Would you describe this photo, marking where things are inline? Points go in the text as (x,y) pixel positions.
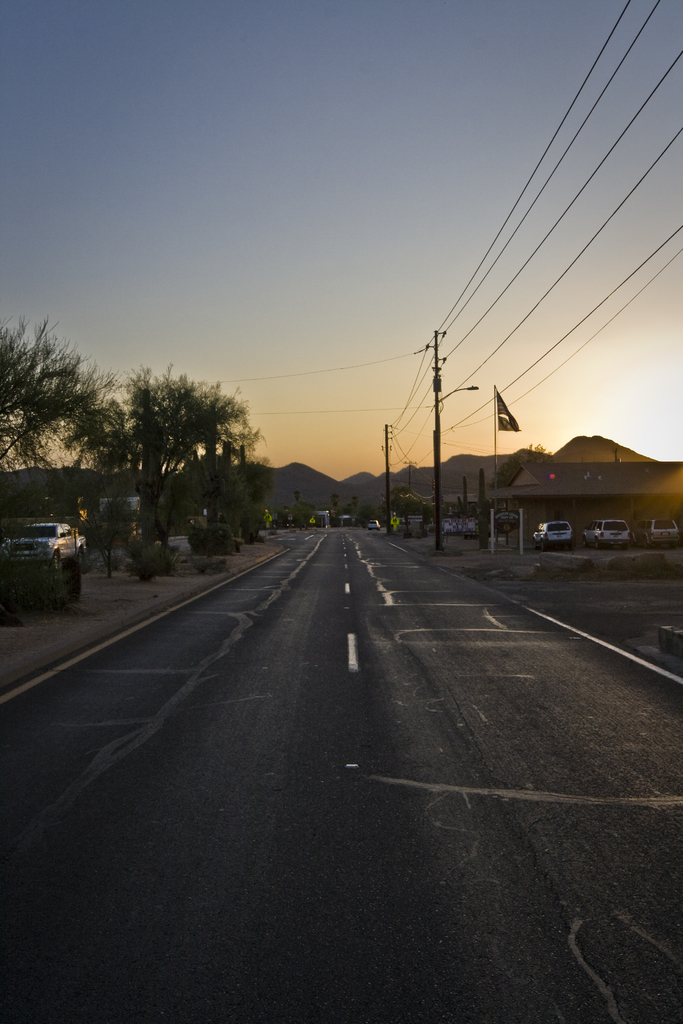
In this picture we can see vehicles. We can see transmission wires (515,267) and poles (439,503). We can see trees (141,496), plants (141,570) and the road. In the background (41,133) we can see the sky (266,431) and hills (592,450).
